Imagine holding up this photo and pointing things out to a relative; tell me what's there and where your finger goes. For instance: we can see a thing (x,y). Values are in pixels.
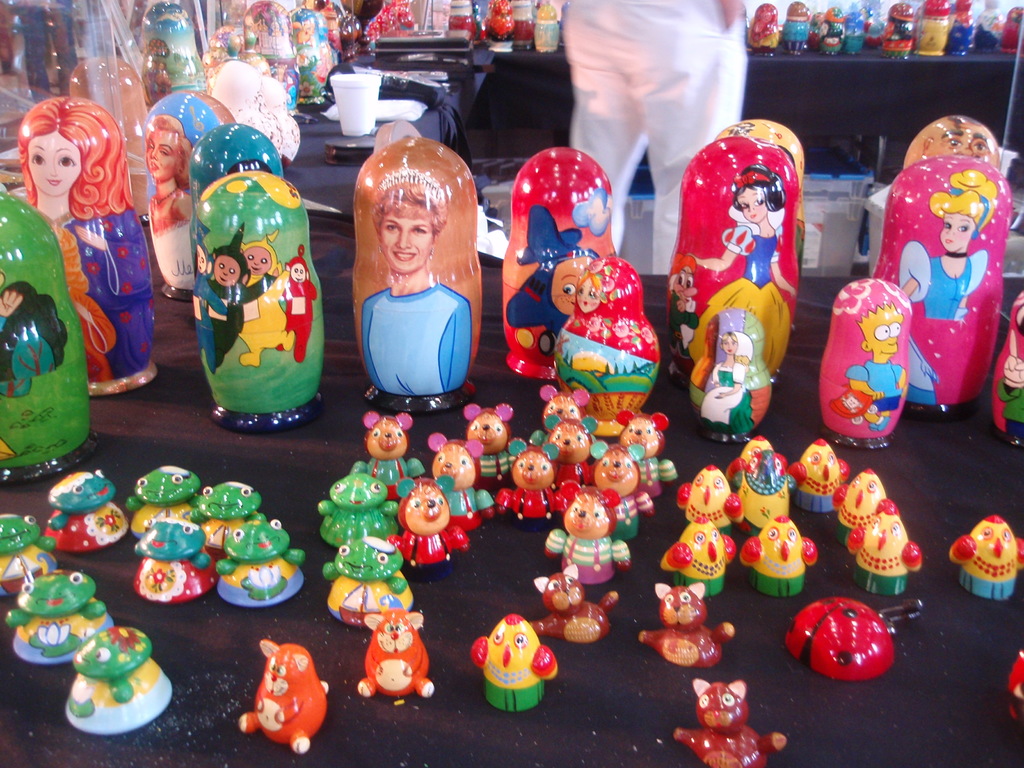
This image is consists of baby toys (367,430) and there is a man (606,64) at the top side of the image (596,105).
